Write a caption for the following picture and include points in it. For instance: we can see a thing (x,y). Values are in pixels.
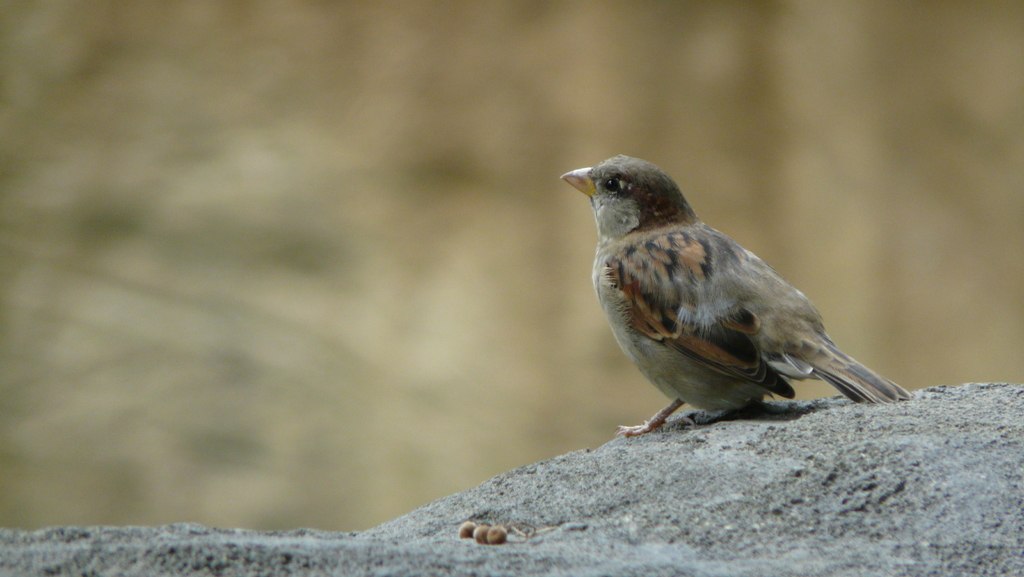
In this picture there is a bird (675,366) who is standing on the stone (703,459). Beside the bird (843,386) we can see the seeds (483,533).
